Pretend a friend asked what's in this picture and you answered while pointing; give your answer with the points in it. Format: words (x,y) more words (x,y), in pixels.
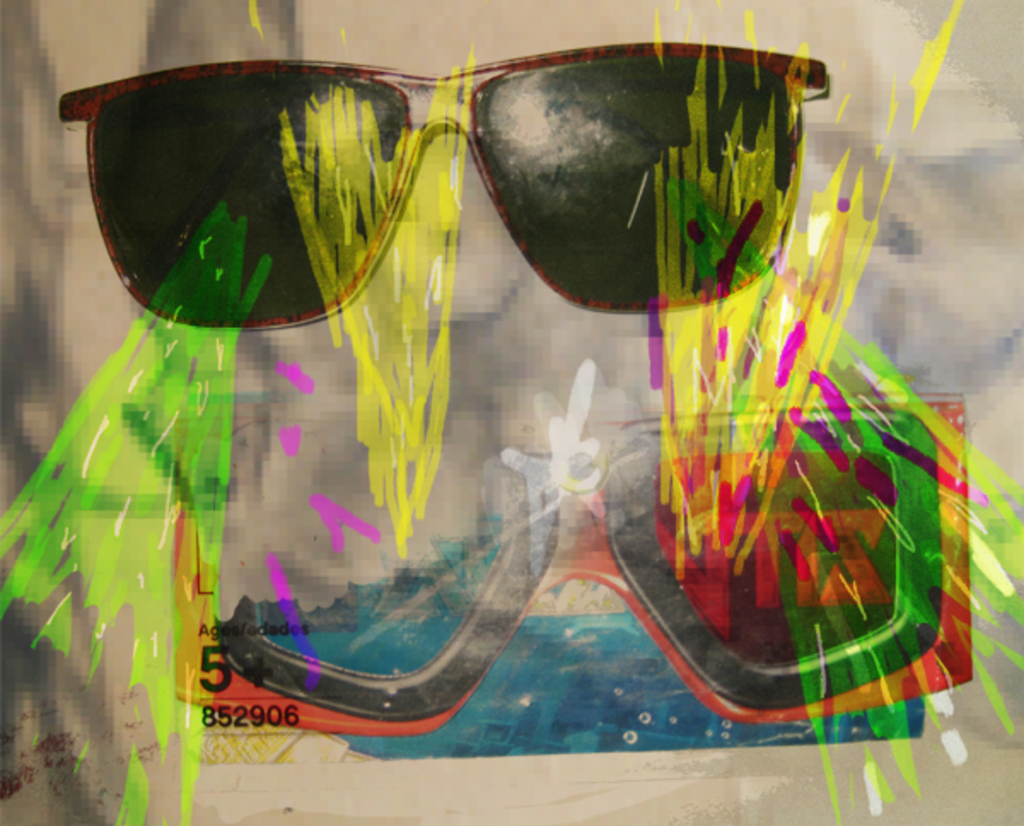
This is an edited picture. In this picture there are spectacles (346,233) and paintings (797,317).
